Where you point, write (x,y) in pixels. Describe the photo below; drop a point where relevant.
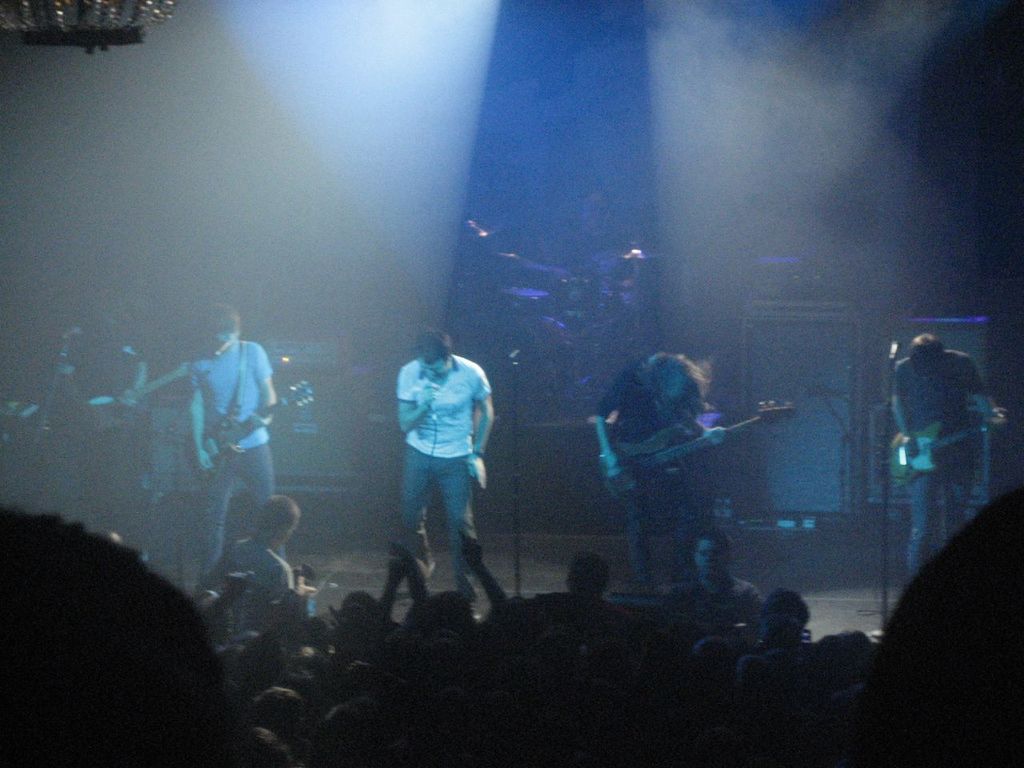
In this picture I can observe few people (481,425) playing musical instruments (136,401) on the stage (889,557). In the bottom of the picture (660,681) I can observe audience (473,669). The background (583,166) is dark.
